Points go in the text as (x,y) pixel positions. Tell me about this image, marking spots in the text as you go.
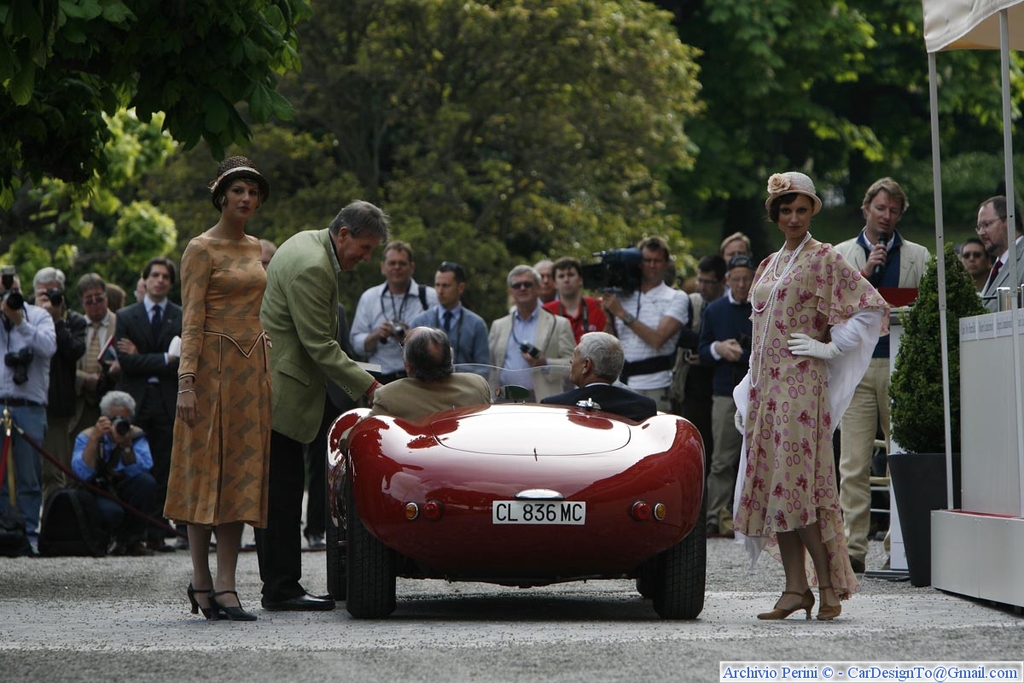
In this picture we can see few persons (443,300) standing. On the background (563,78) we can see trees (627,80). This is a car (453,504) where we can see two men (595,398) sitting in a car (516,399). This is a road (362,628). We can see two persons (270,280) standing near to the car (439,503). At the right side of the picture (786,602) we can see one woman (829,602) giving a pose to the camera.
